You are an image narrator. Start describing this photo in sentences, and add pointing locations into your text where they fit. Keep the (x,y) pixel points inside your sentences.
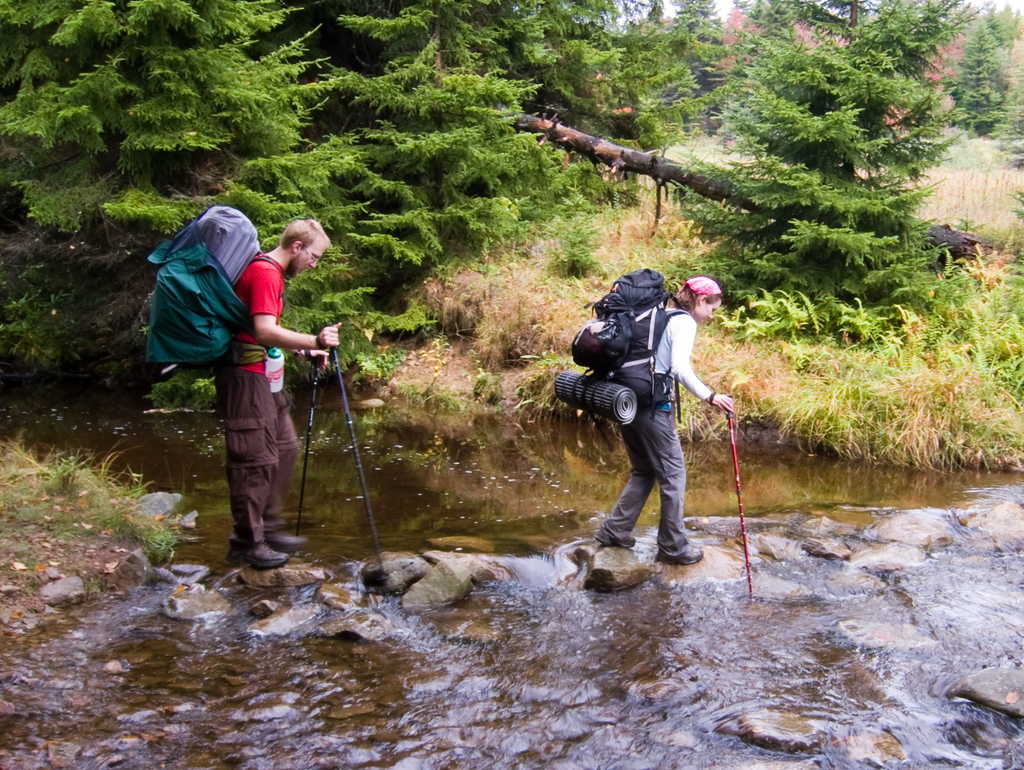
In the foreground of this picture (495,493), there is a man (267,292) and a woman (691,555) wearing backpacks (231,294) and holding sticks (349,430) are crossing a river (802,575). In the background (929,143), there are trees (557,176), grass (996,361) and the water (737,679).
